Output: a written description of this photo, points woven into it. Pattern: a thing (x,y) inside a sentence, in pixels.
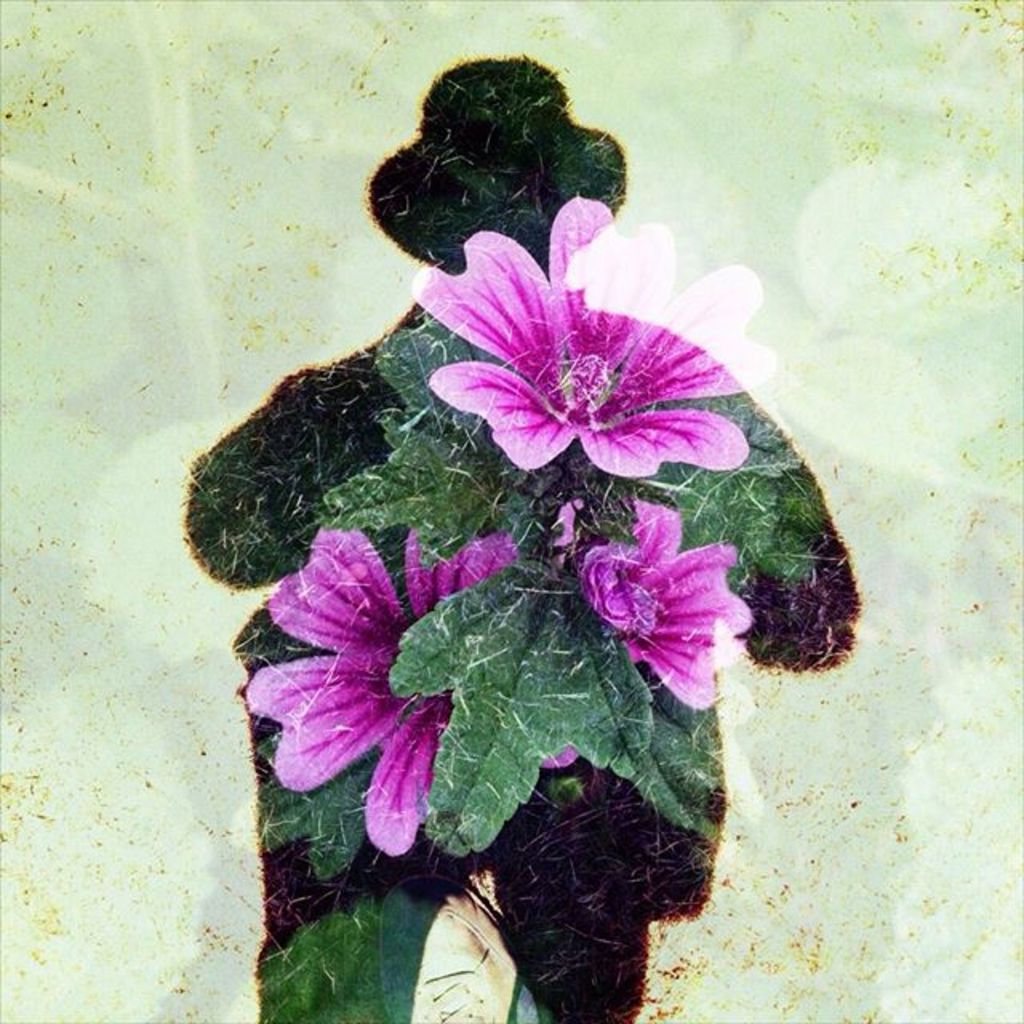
In this picture I can see flowers (709,627) and shape of a person (369,535).
